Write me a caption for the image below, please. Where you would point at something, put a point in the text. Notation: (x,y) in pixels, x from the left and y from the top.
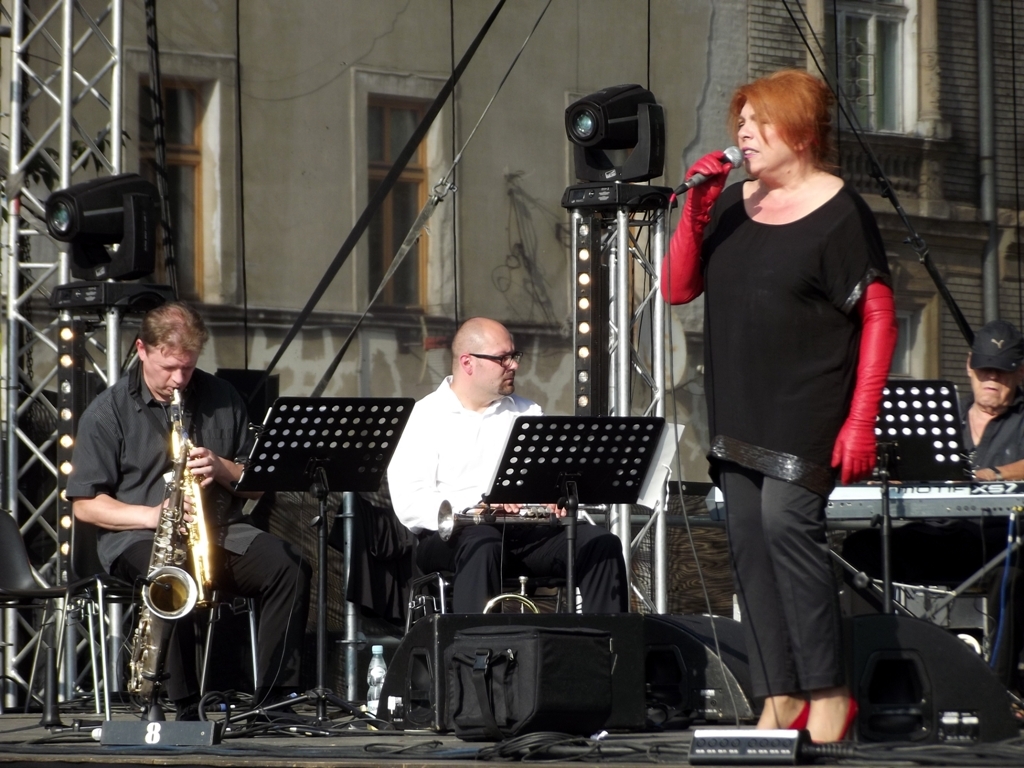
In this image these are the four persons (120,412) visible, on the right side (982,409) a person (1007,431) wearing a cap (1017,353) on his head (1017,383). sitting in front a keyboard (904,508), on the middle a woman (713,242) holding a mike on her hand (712,158), her mouth (745,153) is open, back side of them there is a building (248,64) visible and there are the two persons (121,447) sitting on the chair (115,595) on the middle (427,433) playing a music and left corner (110,222) i can see a light (100,213).
